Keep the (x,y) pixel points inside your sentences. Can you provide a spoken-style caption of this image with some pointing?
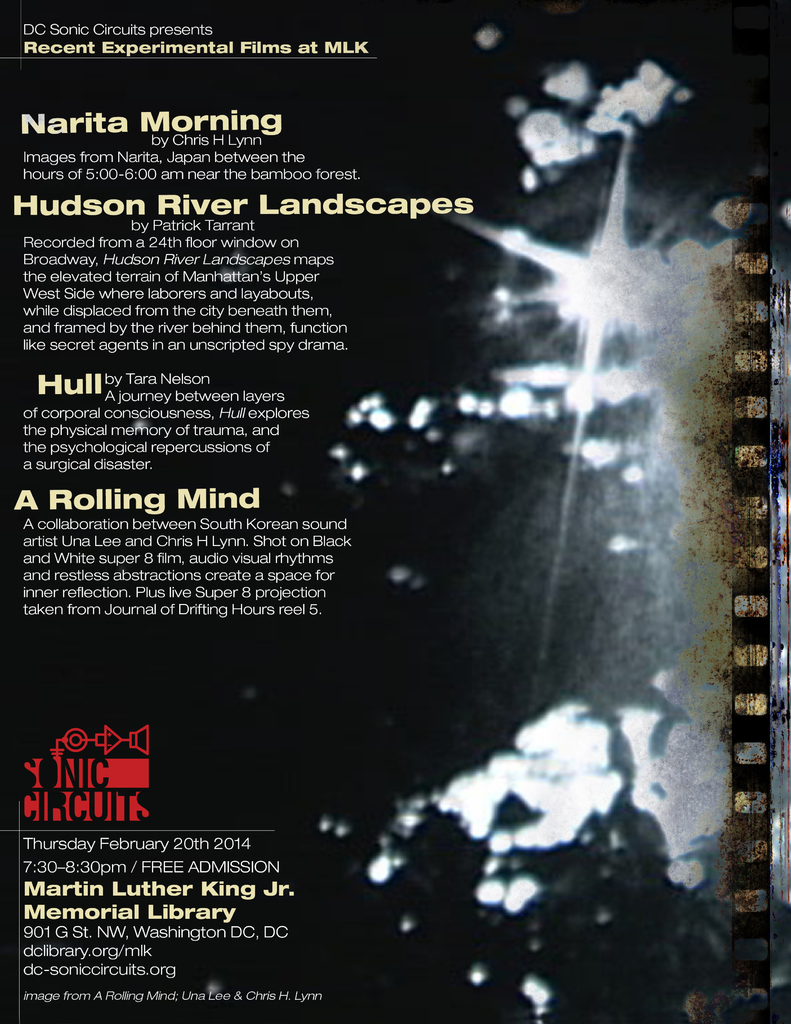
In the foreground of this image (116,843), on the left (195,544), there is some text (122,813).
